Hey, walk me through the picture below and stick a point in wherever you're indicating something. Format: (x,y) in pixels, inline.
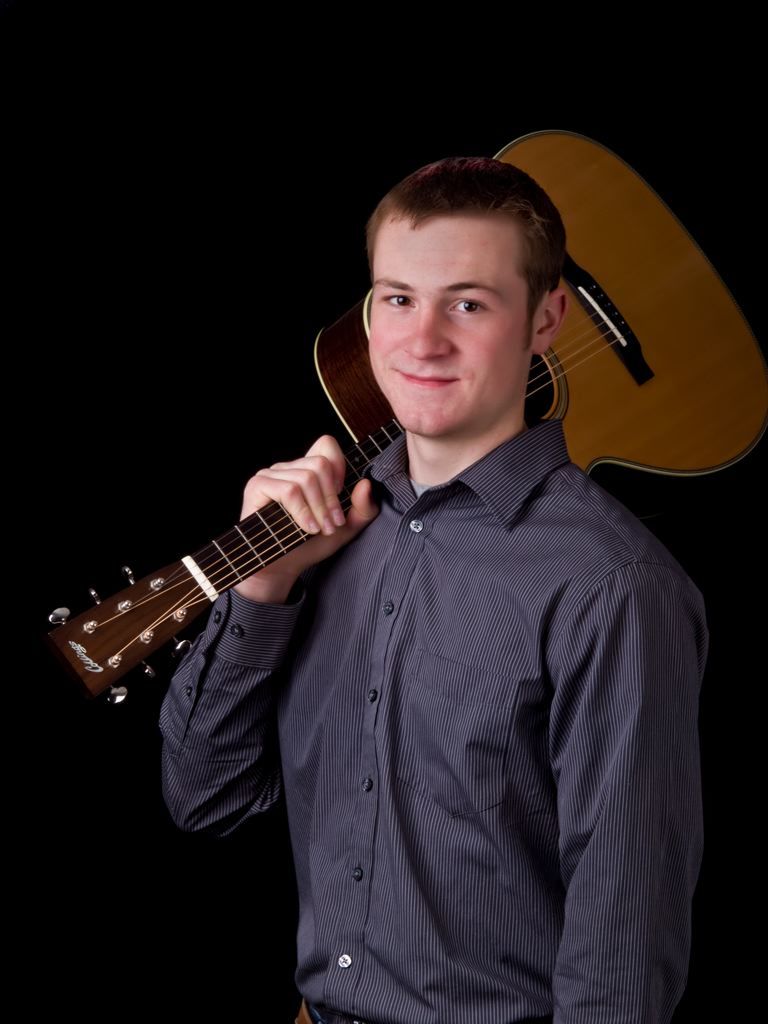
In this image I see a man (599,495) who is holding a guitar (381,411) and he is smiling, I can also see that he is wearing a shirt (615,1020), which is of black in color.
